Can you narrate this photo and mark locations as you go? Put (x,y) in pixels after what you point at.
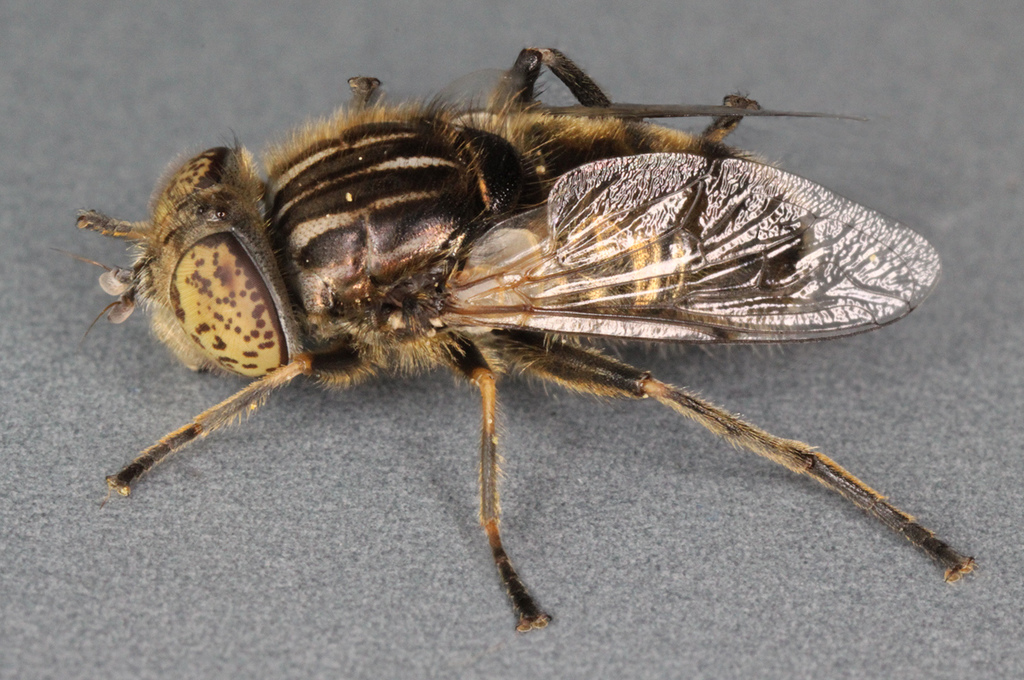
In the center of the image (534,313), we can see a fly (361,280) on the surface (388,524).
